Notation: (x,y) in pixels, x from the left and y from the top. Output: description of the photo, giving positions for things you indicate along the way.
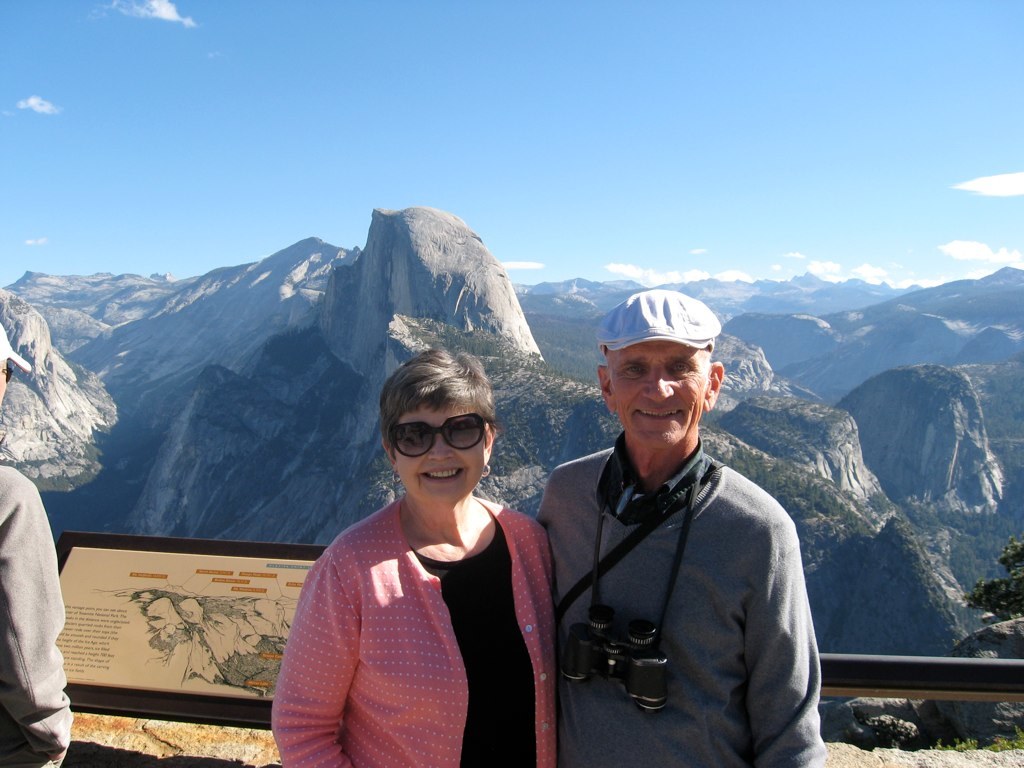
This picture few people (468,606) standing. We see a woman (437,451) wore sunglasses (442,427) on her face (427,486) and a man (656,339) wore a cap (656,339) on his head (680,345) and a binocular (599,555) and we see a board (73,640) with some text (87,648) and we see hills (319,284) and trees (997,594) and a blue cloudy Sky (640,188).
